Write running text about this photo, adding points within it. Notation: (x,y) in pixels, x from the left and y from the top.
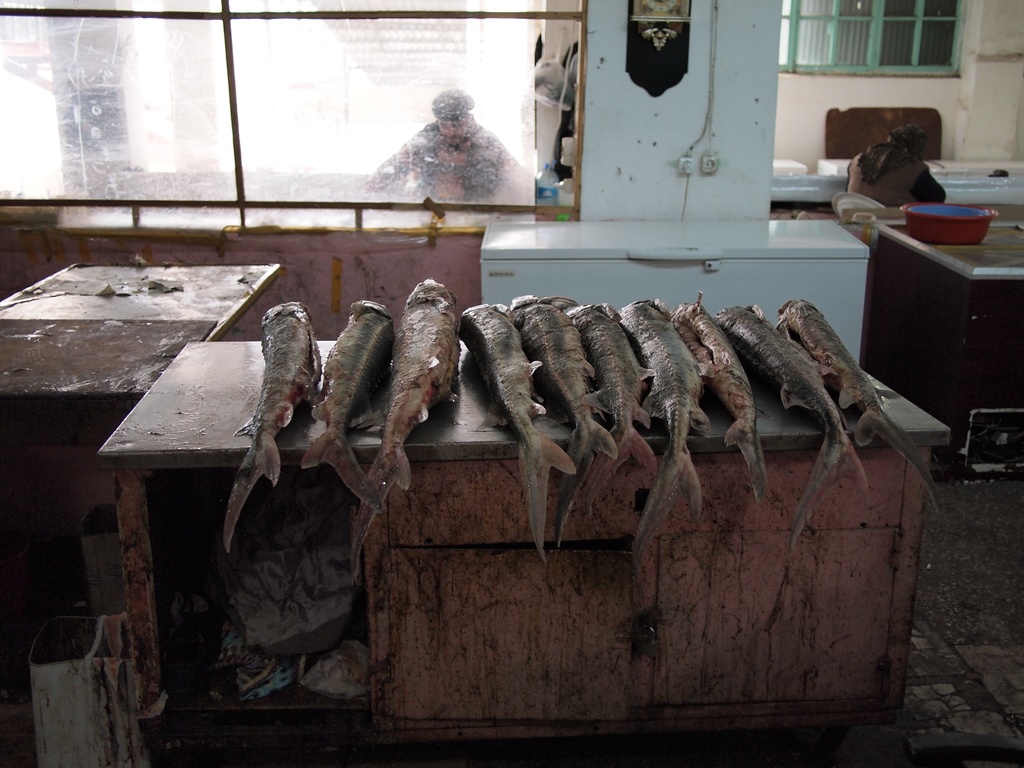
In the center of the image (637,478) there is a table (419,724) on which there are fishes (296,313). In the background of the image (626,176) there is a wall (614,184). There is a glass window (347,194). There is a refrigerator (627,237). To the right side of the image (925,61) there is a window (872,17).
